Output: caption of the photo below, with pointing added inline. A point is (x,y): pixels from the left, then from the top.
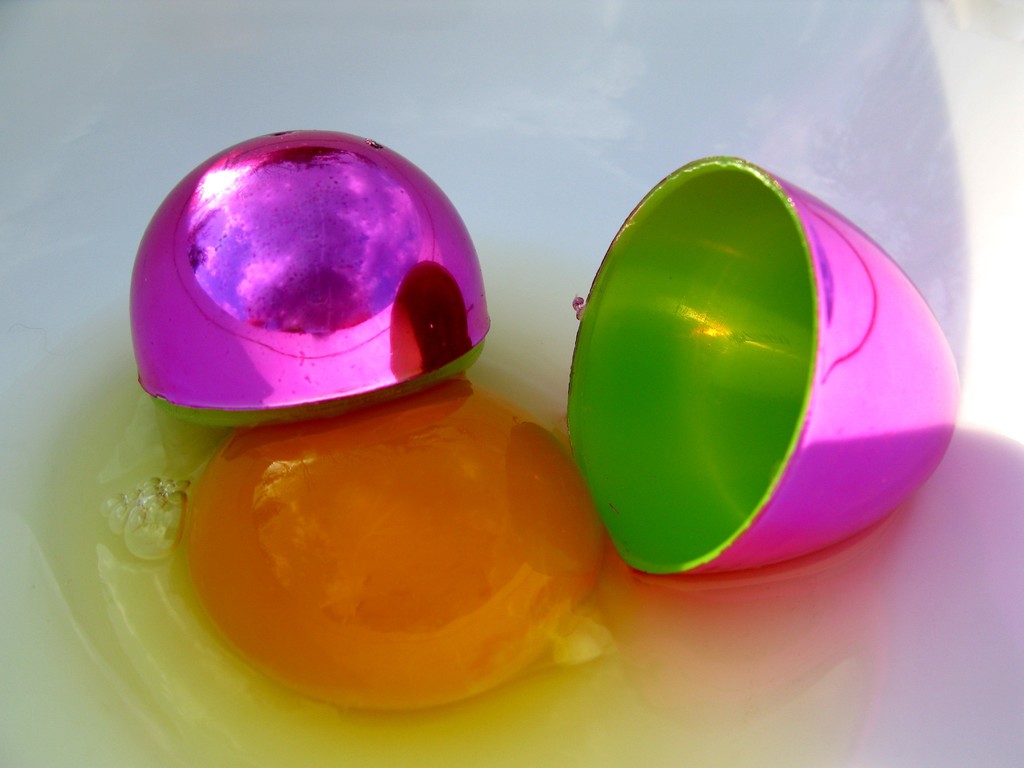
In this image I can see a white colored bowl (423,83) and in the bowl (36,90) I can see the egg white (165,640) and yolk (383,536) and I can see a plastic egg (358,270) which is pink and green in color.
